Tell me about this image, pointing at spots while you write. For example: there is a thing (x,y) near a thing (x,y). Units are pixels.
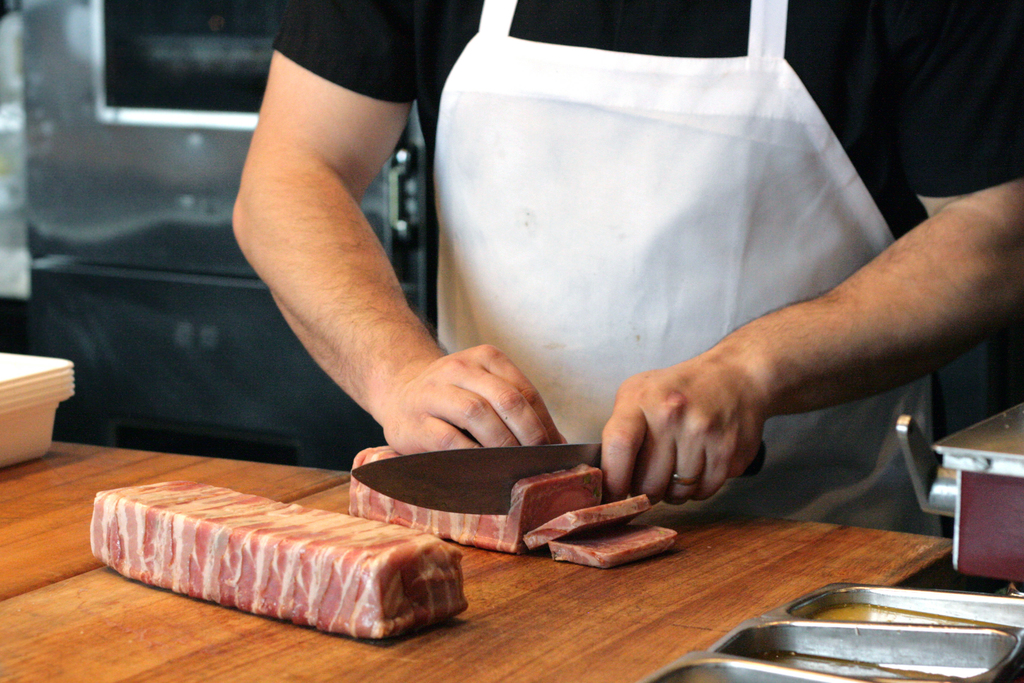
In this image we can see a person (630,45) wearing black T-shirt (867,165) and white color apron (523,289) is holding a knife (531,471) in his hand (716,447) and cutting the meat (475,527) which is placed on the wooden table (517,615). Here we can see a steel plate (883,631) in which we can see food items (911,618) and white color plates (39,405) placed on the table (456,627). In the background (114,242), we can see a microwave (213,135).
